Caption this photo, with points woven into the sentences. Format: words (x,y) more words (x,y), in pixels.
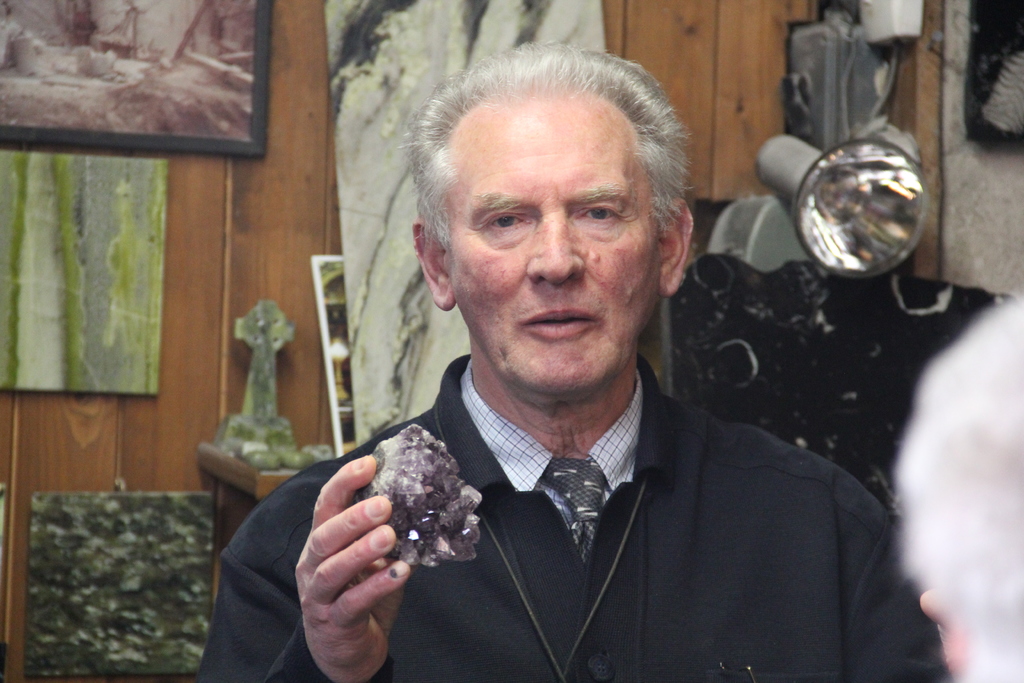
The picture is taken in a room (11,422). In the foreground of the picture (527,538) there is a man (527,458) holding a stone (410,524), behind him there are frames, stones (905,280) and a light (848,252).
